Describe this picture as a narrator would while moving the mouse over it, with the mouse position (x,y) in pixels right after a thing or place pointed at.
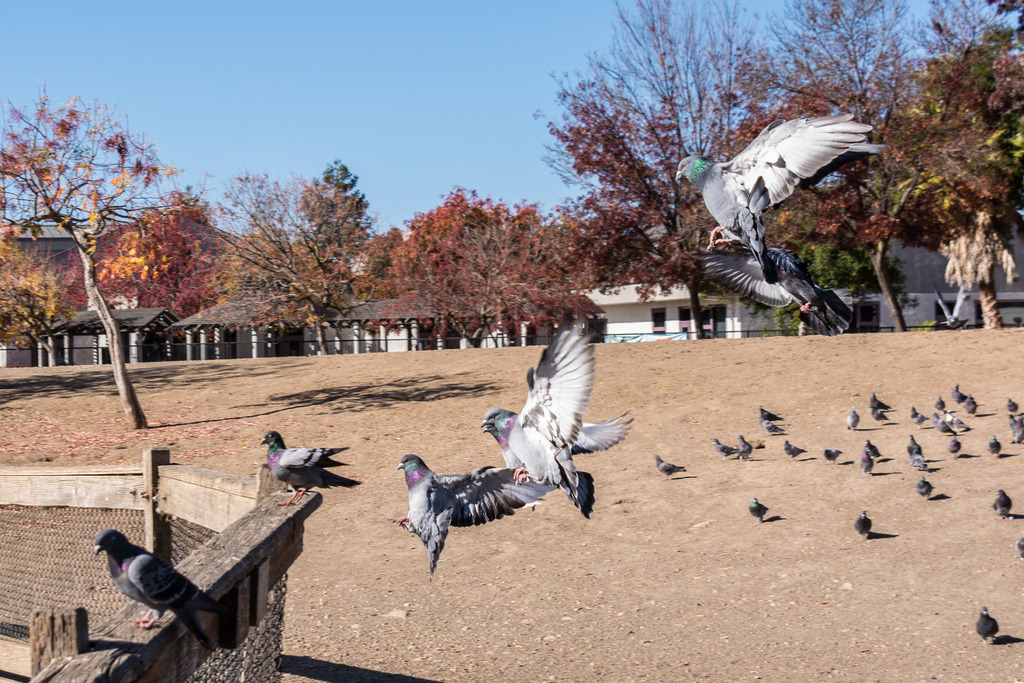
In this image I can see few houses (642,299), windows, trees (49,277), few birds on the ground (908,552) and few birds (759,290) are flying. I can see two birds (184,595) on wooden object (256,554). The sky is in blue color.
